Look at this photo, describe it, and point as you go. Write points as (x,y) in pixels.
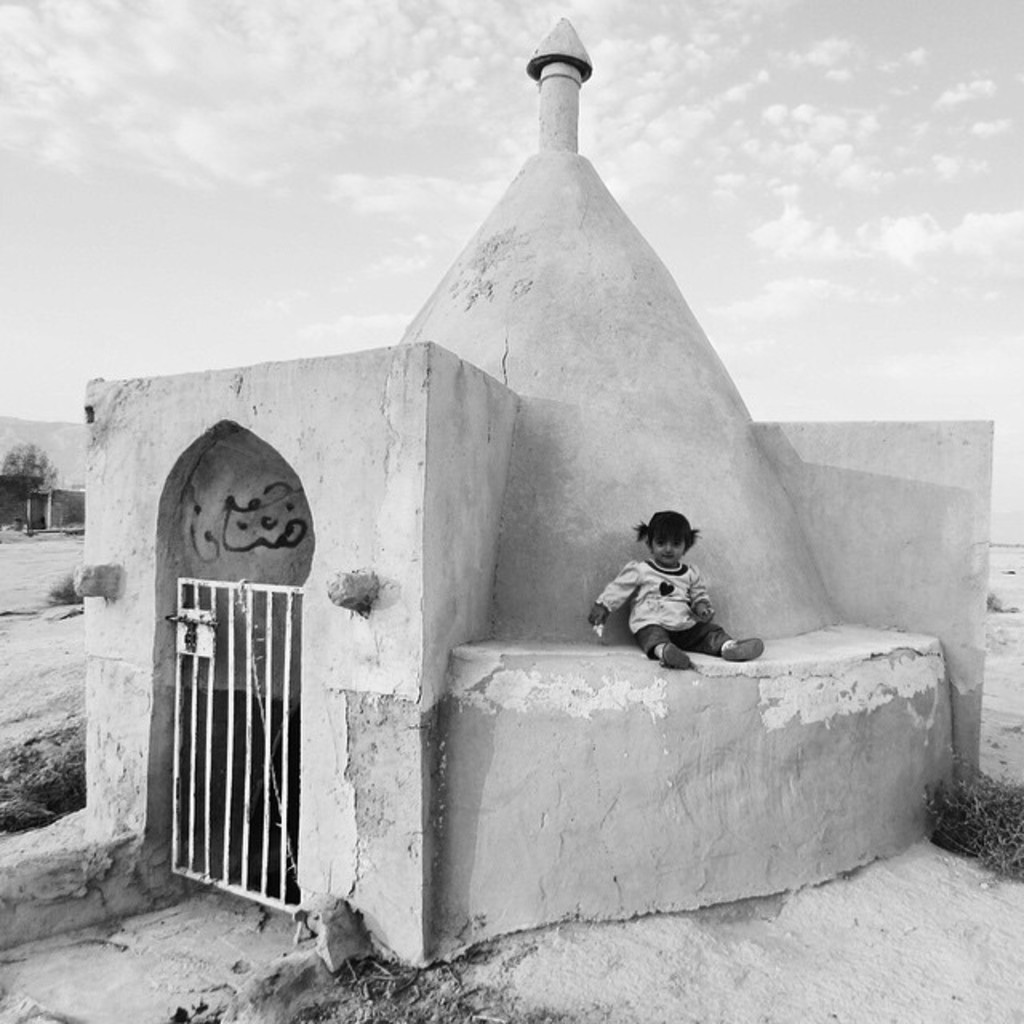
Here a little girl (681,521) is sitting on this. In the left side (272,651) it is an iron gate (269,633).
